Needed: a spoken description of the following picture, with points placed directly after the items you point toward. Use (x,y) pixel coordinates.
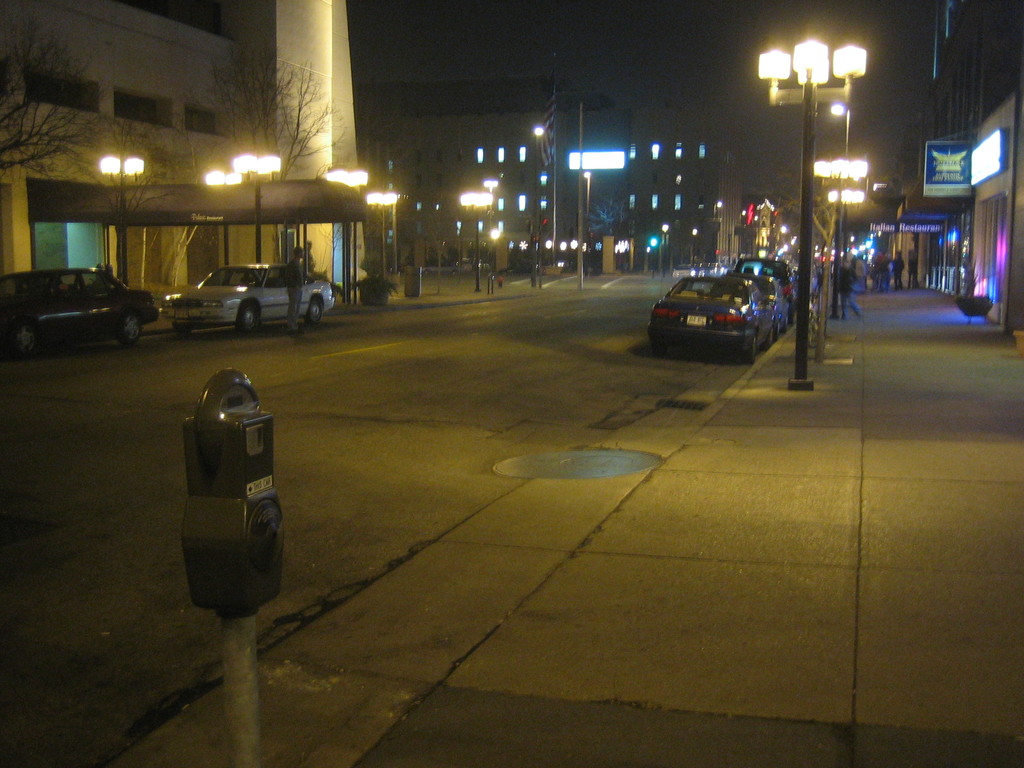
There are few cars (705,301) on the road (370,333) and there are buildings (501,127) and street lights (808,268) on either sides of it.
